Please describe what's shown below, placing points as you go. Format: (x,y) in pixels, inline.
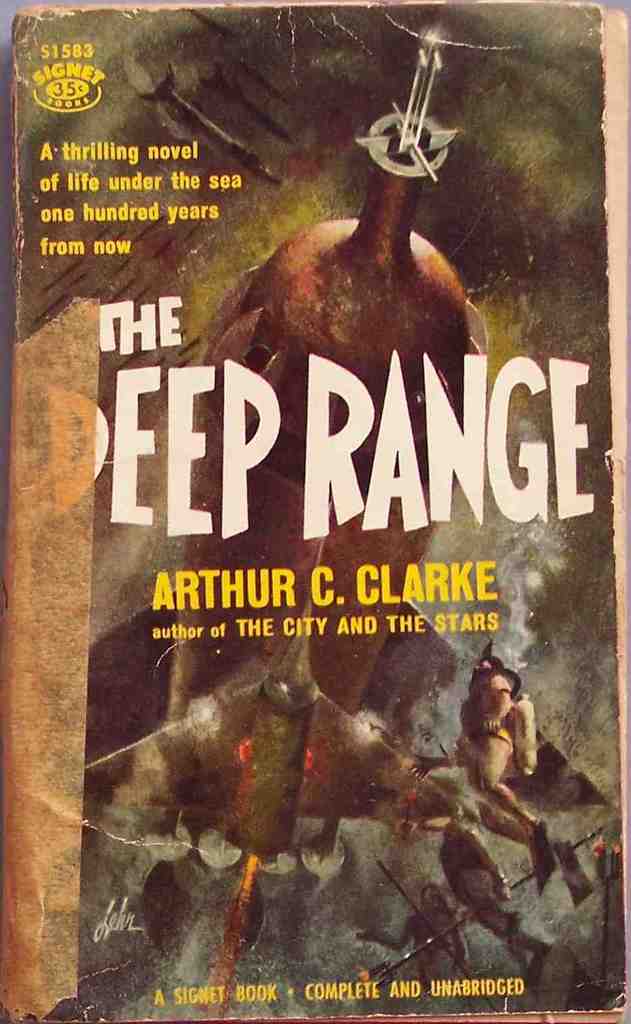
In the center of the image (274,501) we can see a poster (446,489). On the poster (458,685), we can see some text (518,492) and a few other objects (393,782).
